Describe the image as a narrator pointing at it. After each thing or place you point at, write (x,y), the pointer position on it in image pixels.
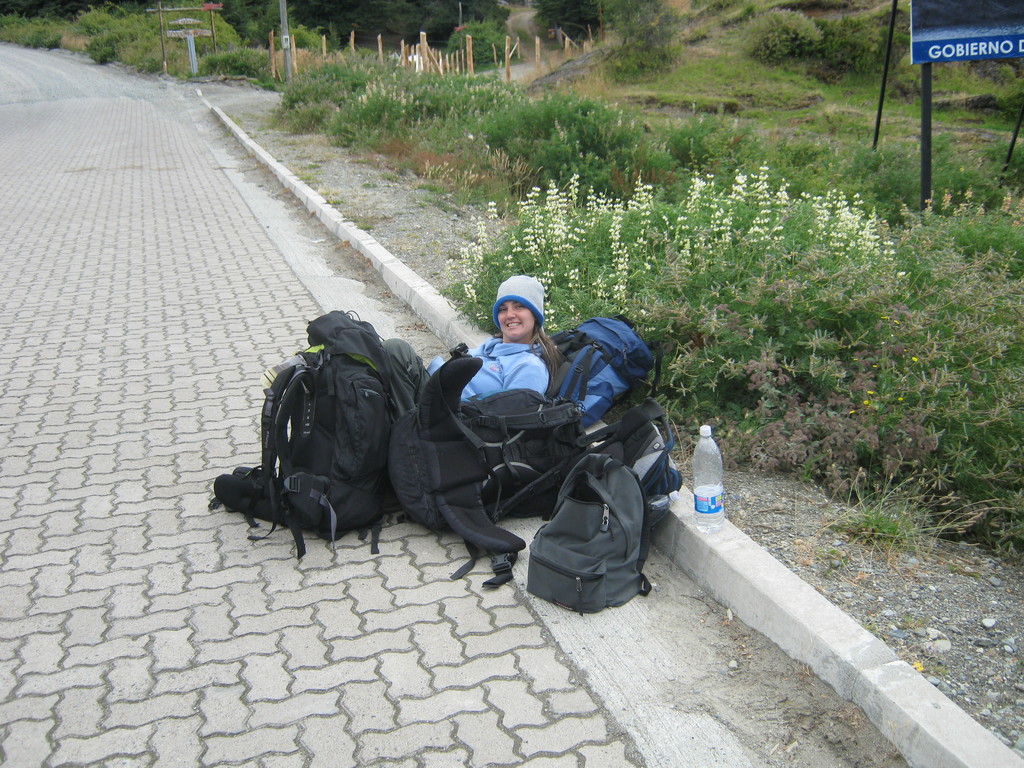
In this image there is a lady person (480,371) lying on the floor (419,335) and there are backpacks (524,478) around her and at the background of the image (549,139) there are plants (726,273) and at the right side of the image (932,58) there is a board (947,52).
